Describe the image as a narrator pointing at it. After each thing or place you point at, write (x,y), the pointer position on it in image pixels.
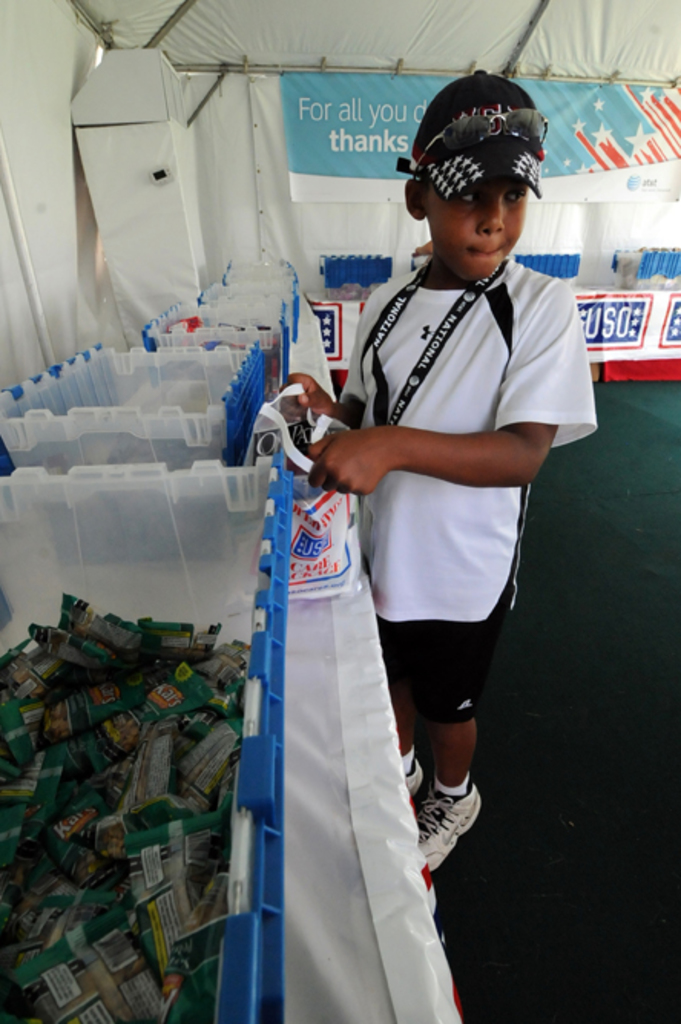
As we can see in the image there is a table (335,746) on which boxes (185,382) are kept and there are packet (135,830) in the boxes (177,811) and the kid (499,306) over here is standing he is wearing a black and white shirt (479,557) and shorts (465,705), white shoes (439,826) and he is holding a cover (327,495). A cap (474,115) on the head (468,143) and goggles (460,126) over it and behind him there is a banner (637,160) and the ground (570,714) is in green colour carpet (570,771).
